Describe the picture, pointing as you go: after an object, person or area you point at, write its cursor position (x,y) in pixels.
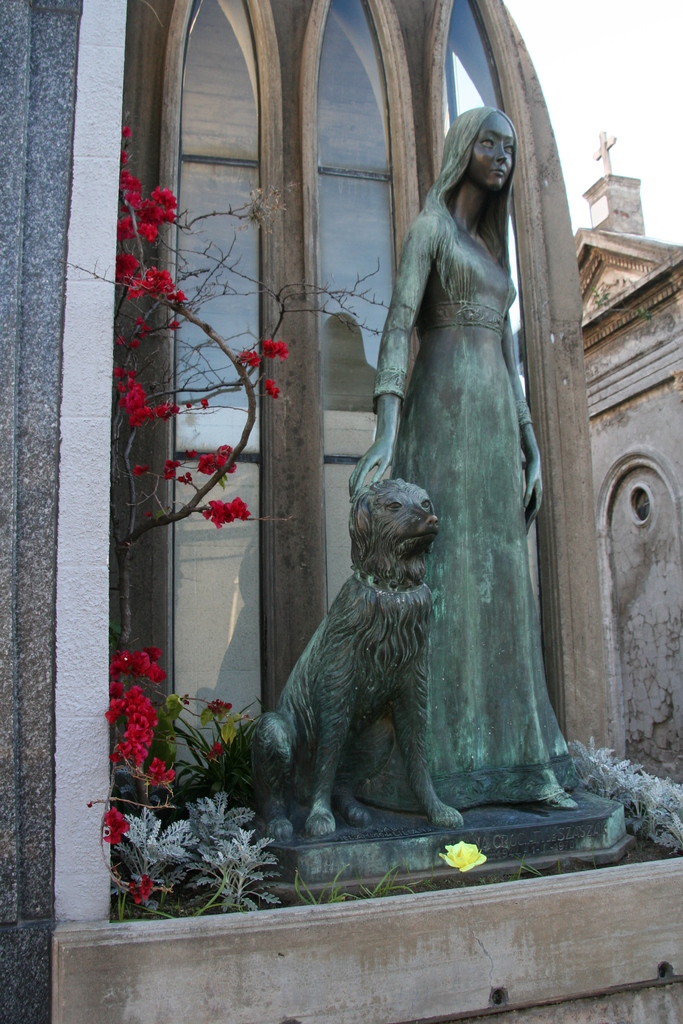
In the center of the image (368,641) there is a statue (505,489) of a woman (475,145) and animal (392,635). In the background of the image (316,49) there are buildings (240,315). There is a plant (186,473). At the top of the image (565,80) there is sky (599,93).
